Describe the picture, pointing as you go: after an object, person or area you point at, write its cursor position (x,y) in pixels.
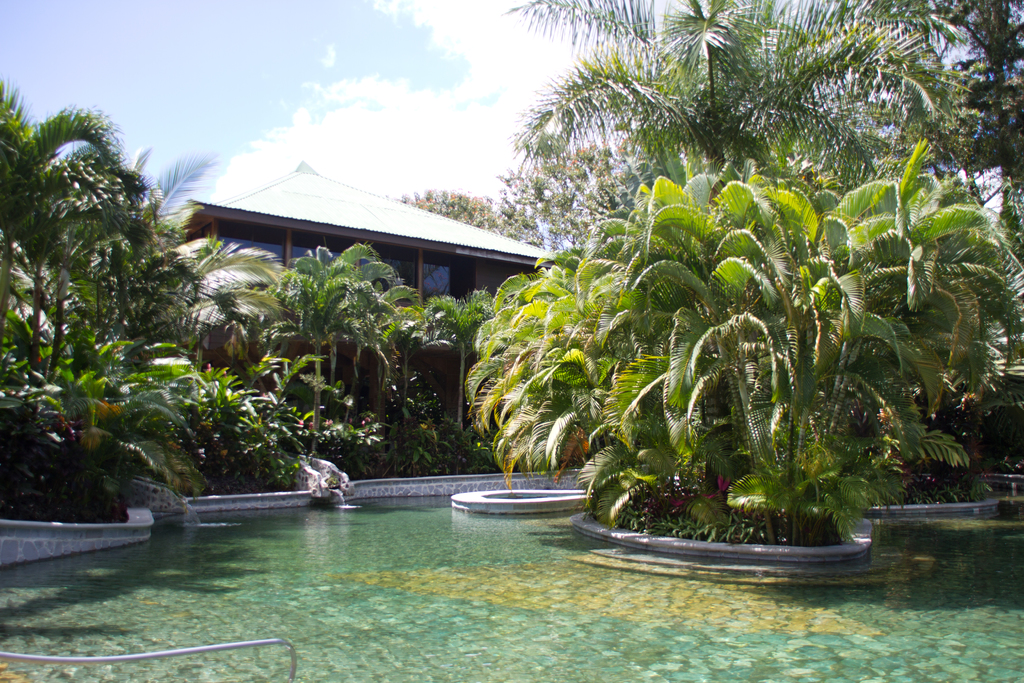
In this image I can see the water (418,576), few trees (687,371) which are green in color and a building (402,238). In the background (331,177) I can see the sky (308,125).
